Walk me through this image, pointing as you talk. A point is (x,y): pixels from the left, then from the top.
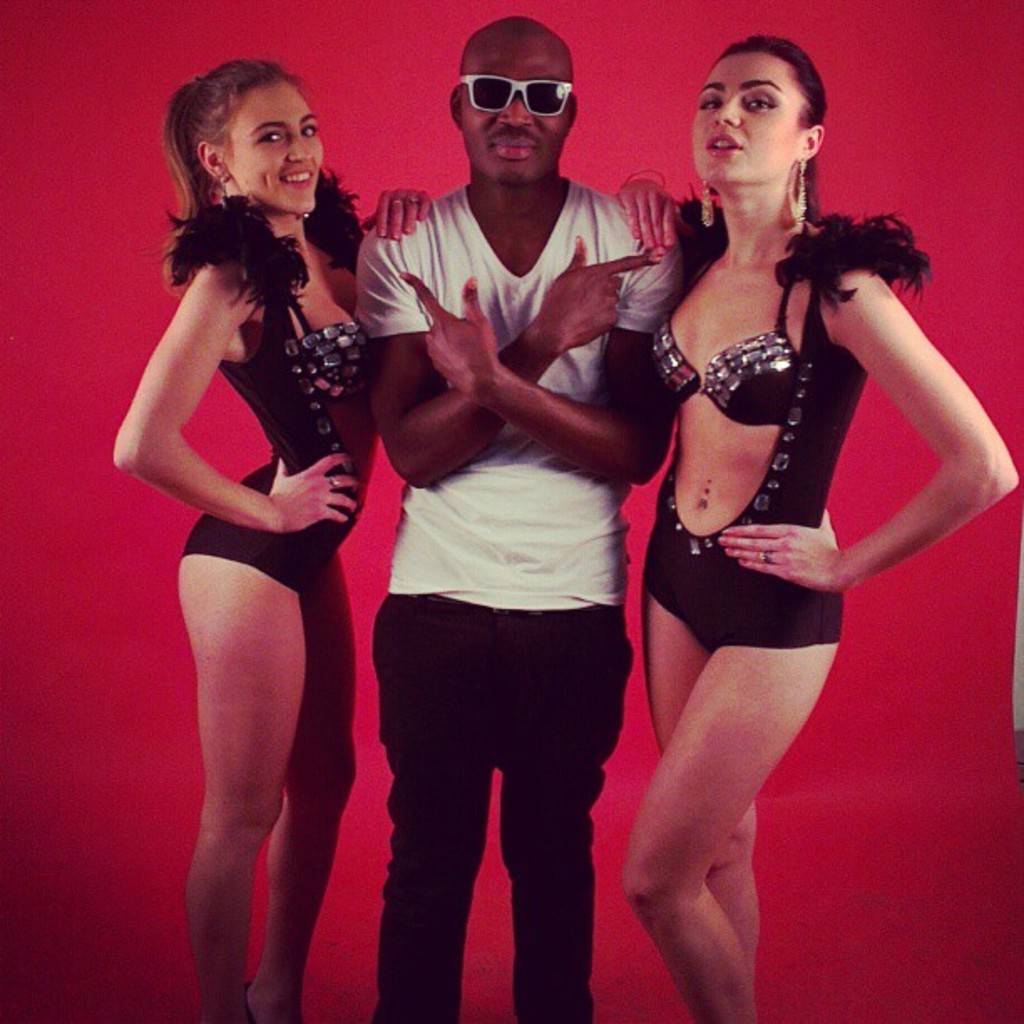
In this image in the center (440,545) there is one man (486,406) standing, and he is wearing goggles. And beside him there are two women (740,543) standing, and there is red background (942,820).
